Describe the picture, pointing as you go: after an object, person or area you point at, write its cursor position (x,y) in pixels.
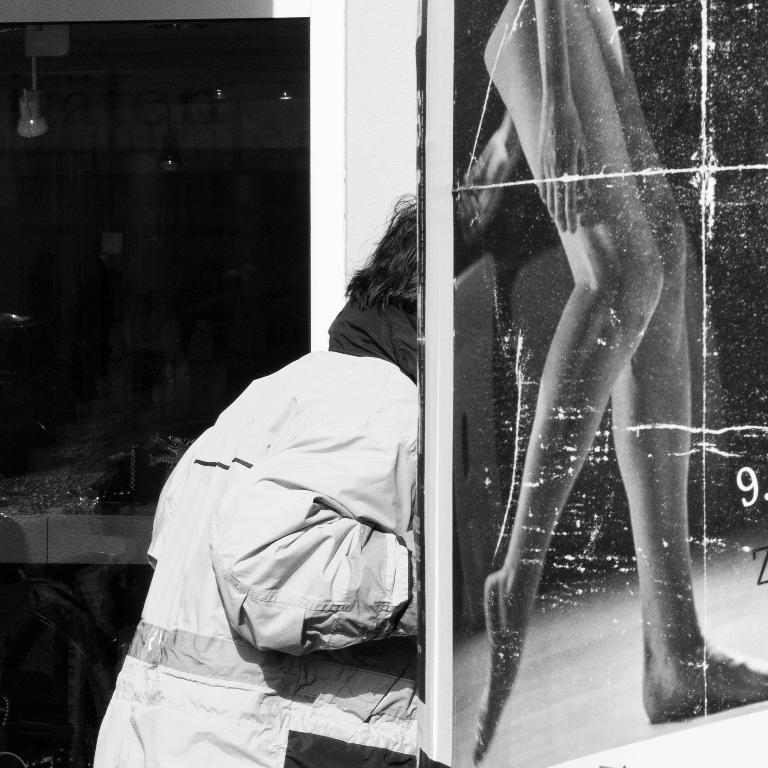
In the middle (374,302) a person (259,694) is there, this person (273,631) wore coat (268,631). On the right side (616,94) there is an image of the legs (595,276) of a human (629,276). It is in black and white color.
